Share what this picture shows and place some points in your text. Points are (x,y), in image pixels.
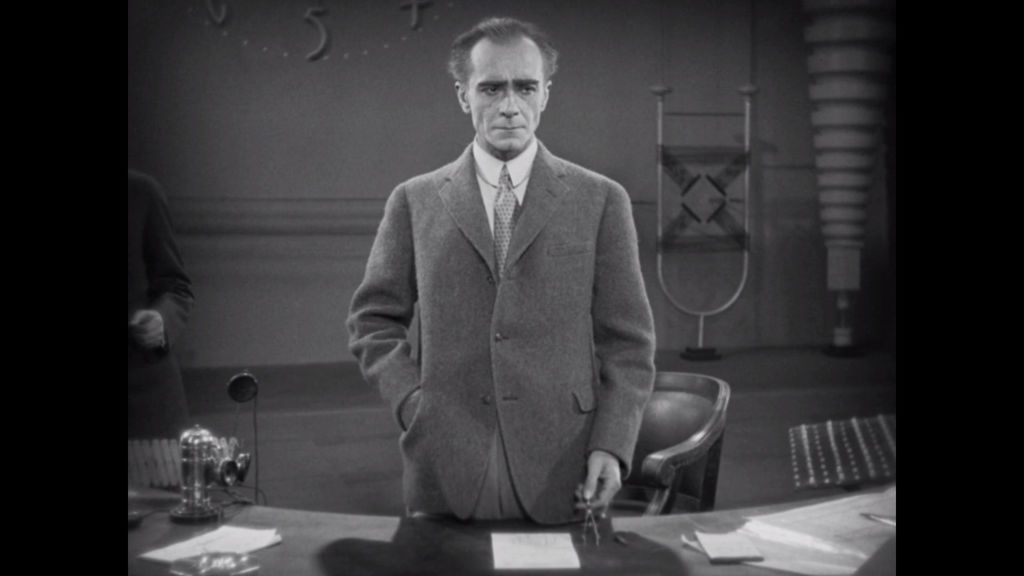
This picture shows a man (552,447) standing in front of a table (293,517) wearing a coat (506,328). On the table (478,540) there is a paper (500,542). In the background (686,448), there is a chair (680,417) and a wall (585,122) here.
